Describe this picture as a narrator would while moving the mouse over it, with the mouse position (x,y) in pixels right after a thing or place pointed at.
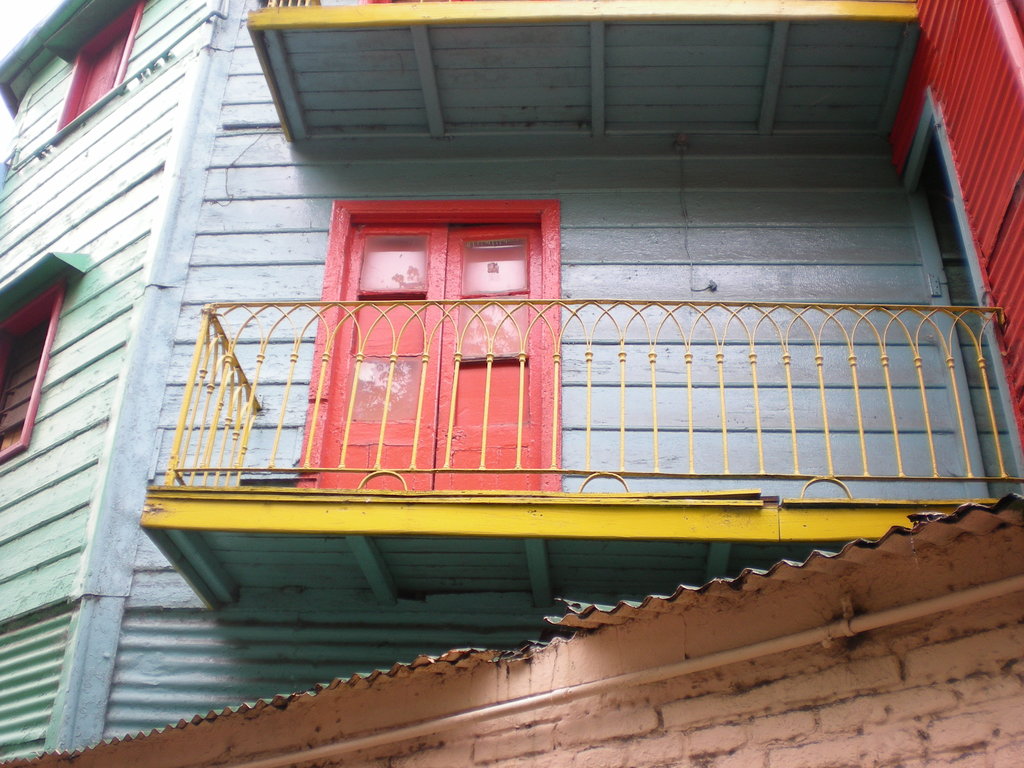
This image is taken outdoors. In this image there is a building (494,170) with walls (545,173), windows (46,338), a door (378,288), balcony (429,35) and railings (664,306).
